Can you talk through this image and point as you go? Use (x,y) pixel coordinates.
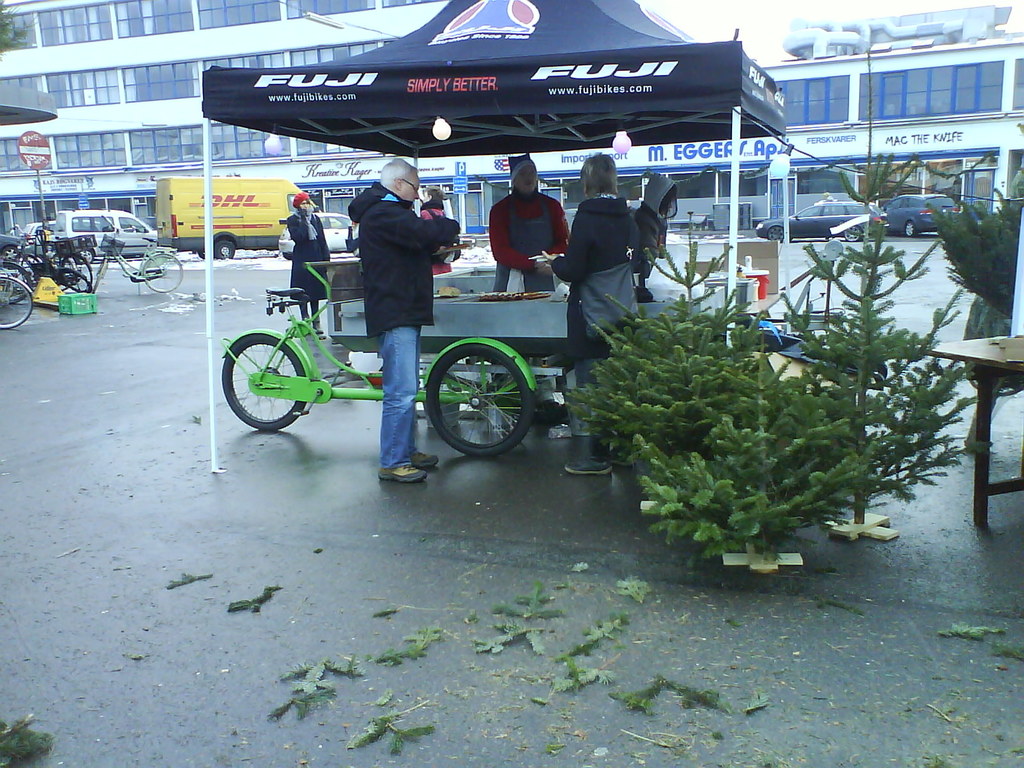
In the image there is a tent (584,85) with rods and lights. Below the tent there is a cart (520,304) with table (505,306) and few items (540,294) on it. There are few people (624,236) in the image. There are plants (655,319) with leaves (780,429). On the road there are leaves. In the background (113,219) there are vehicles (86,219) and poles (37,185) with sign board (41,156). There is a building (19,126) with glass windows (921,69), walls (201,60) and pillars (1004,101). On the right side of the image (973,344) there is a table (981,393).
